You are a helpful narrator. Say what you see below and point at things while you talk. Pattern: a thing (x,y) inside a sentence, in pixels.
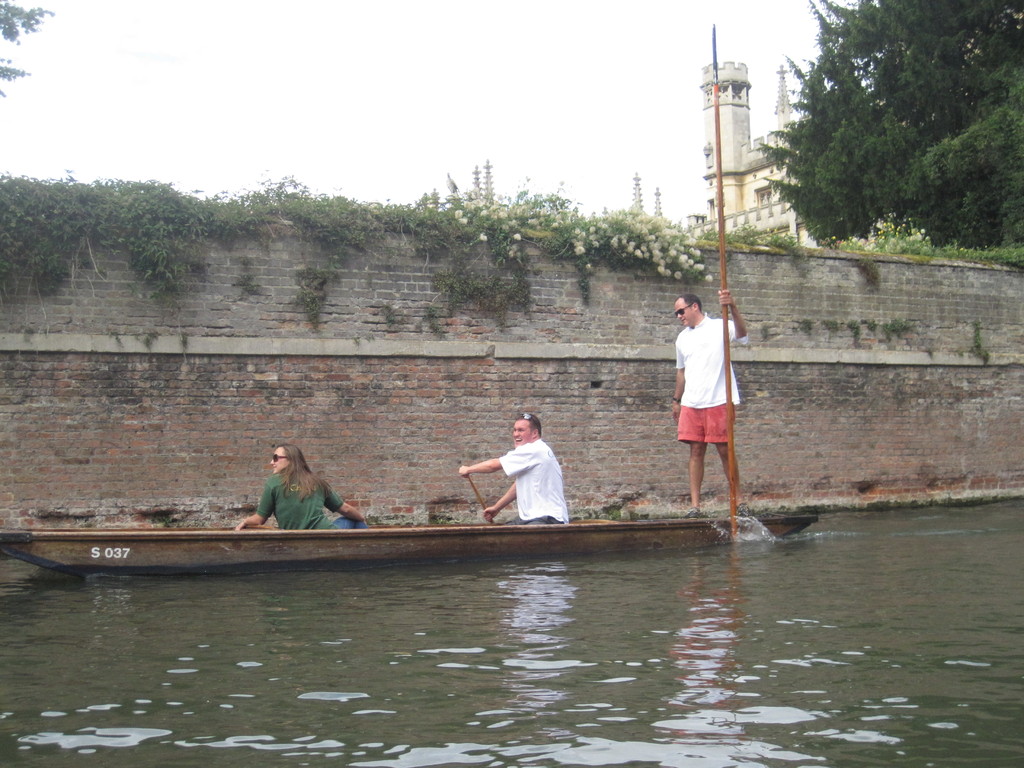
In the picture we can see a backwater (962,641) with a boat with a man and woman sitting on it and one man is standing and holding a stick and beside the boat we can see a wall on top of the wall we can see some plants (772,235) with flowers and beside it we can see a tree (944,171) and building (731,222) and in the background (697,189) we can see a sky (685,176).
